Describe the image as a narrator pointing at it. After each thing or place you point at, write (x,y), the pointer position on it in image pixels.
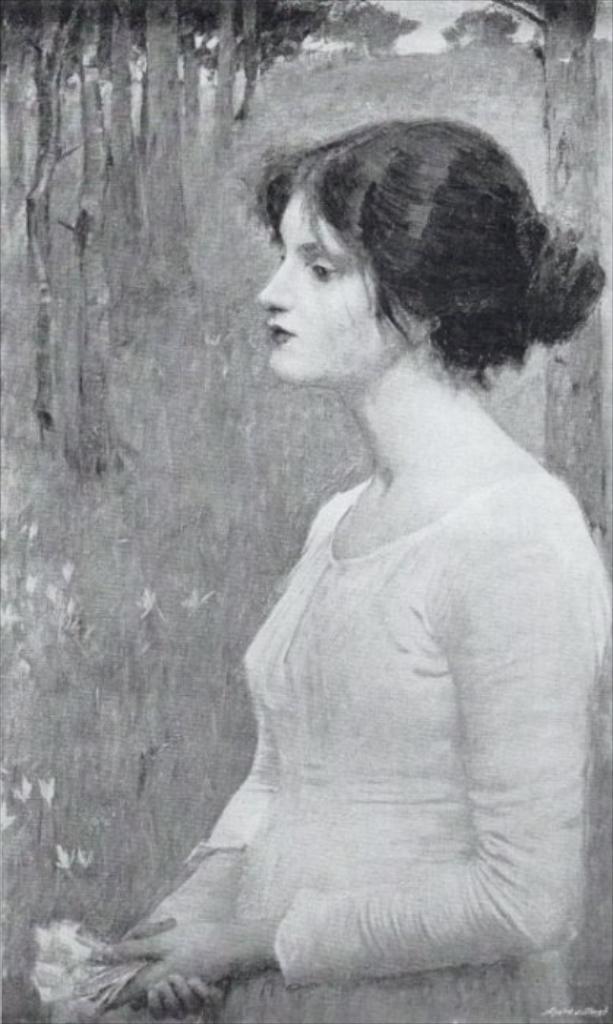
In this picture there is a painting (464,651) of a woman (447,650) wearing white dress (406,719) is holding an object (88,968) in her hands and there are trees (123,139) in the background (238,60).
